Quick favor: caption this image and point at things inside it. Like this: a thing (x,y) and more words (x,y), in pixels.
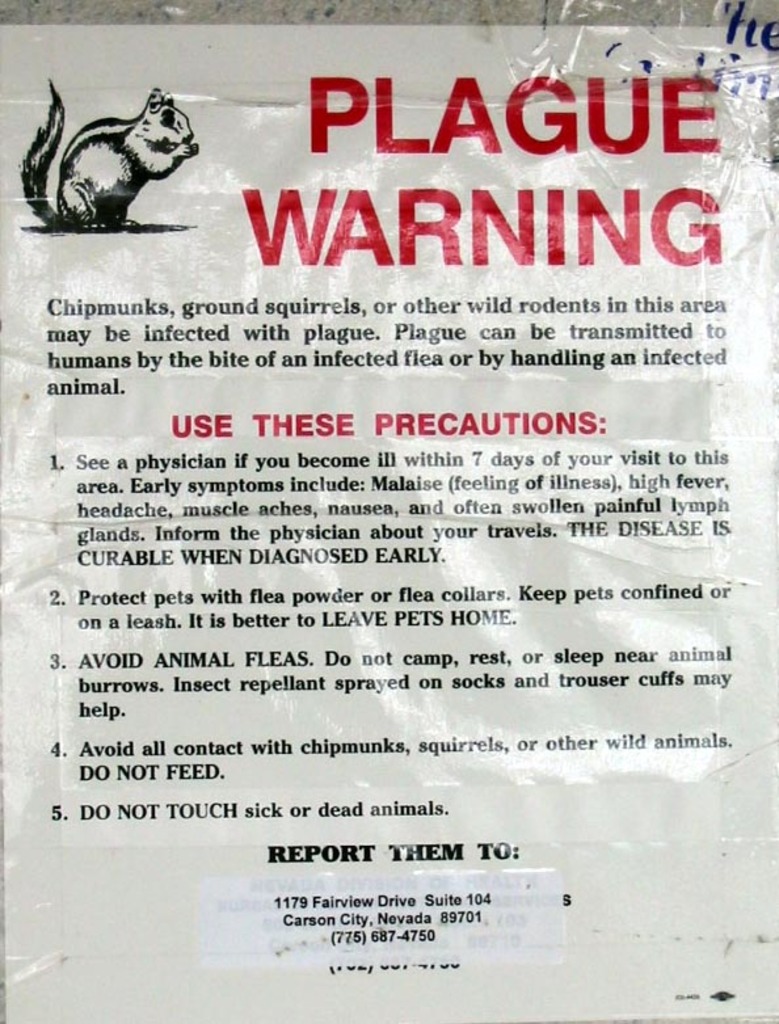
In this image there is a poster (514,40), on that poster (27,665) there is some text (448,469), in the top left (94,191) there is a squirrel image (66,206).
